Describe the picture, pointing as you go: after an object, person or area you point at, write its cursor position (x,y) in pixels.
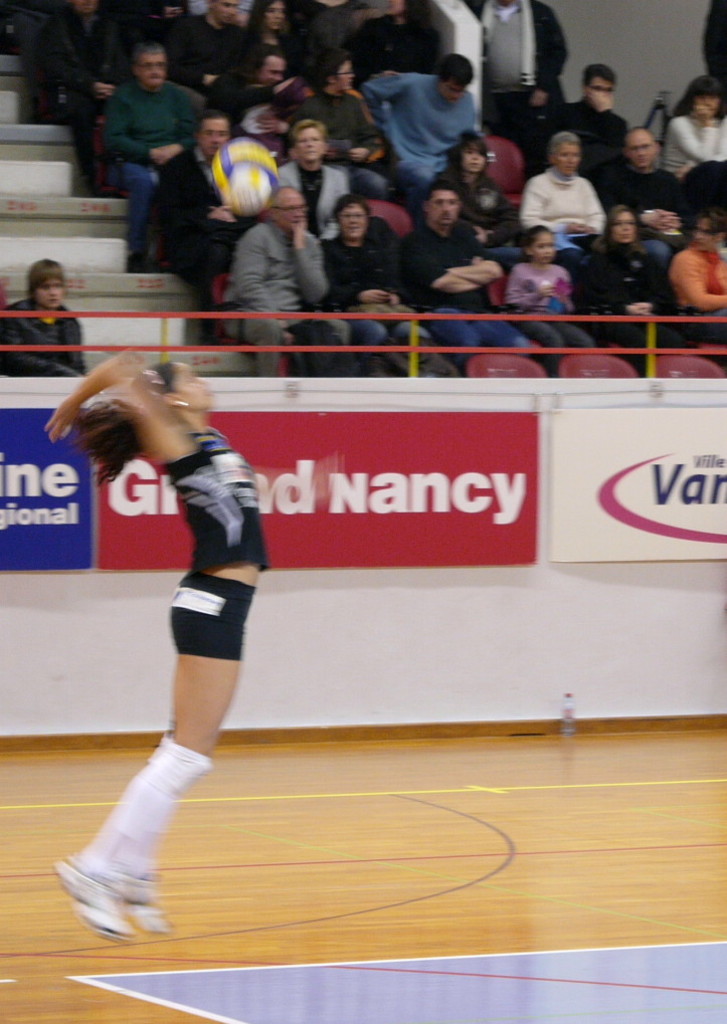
In this picture we can see a girl (225,641) hitting a ball (245,194), she wore shoes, in the background (412,126) there are some people (412,136) sitting on stairs (156,304), we can see hoardings (363,477) in the middle (377,475).
